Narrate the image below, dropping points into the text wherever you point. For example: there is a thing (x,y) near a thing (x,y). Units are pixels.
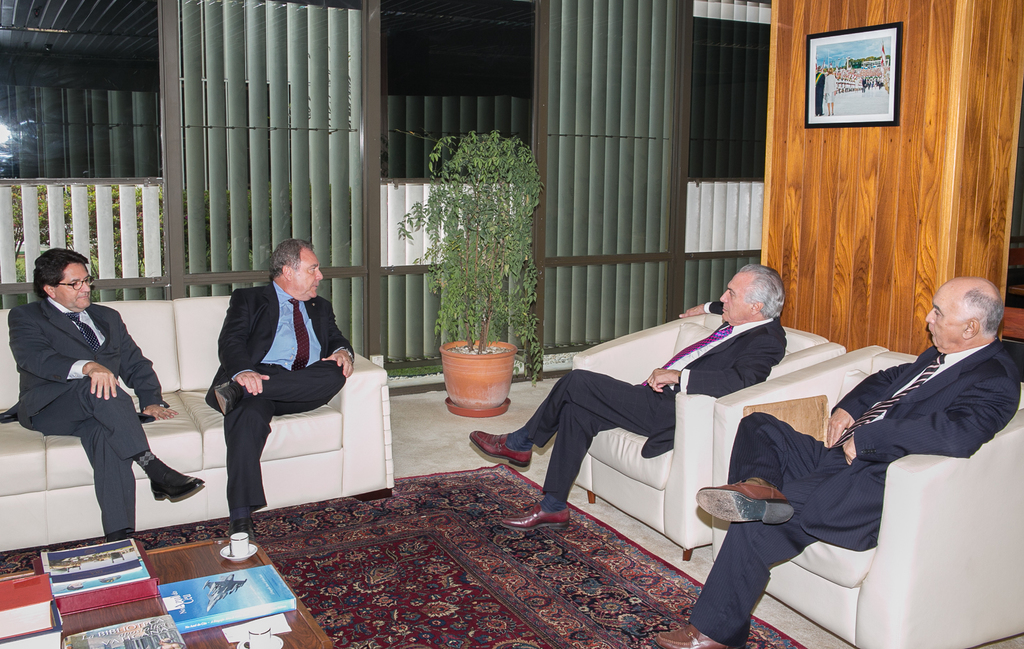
There are two persons (242,388) sitting on a sofa (170,389) at the left side of this image (170,402) and right side of this image (775,464) as well. There is a plant (482,337) in the middle of this image (472,324). There is a wooden wall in the background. There is a floor (449,433) at the bottom of this image (484,561). There are books (178,589) and a coffee cups (240,547) kept on a table (172,561) at the bottom left corner of this image (129,595). There is one photo frame (851,95) attached on the wall (907,102) as we can see at the top right corner of this image (872,80).
